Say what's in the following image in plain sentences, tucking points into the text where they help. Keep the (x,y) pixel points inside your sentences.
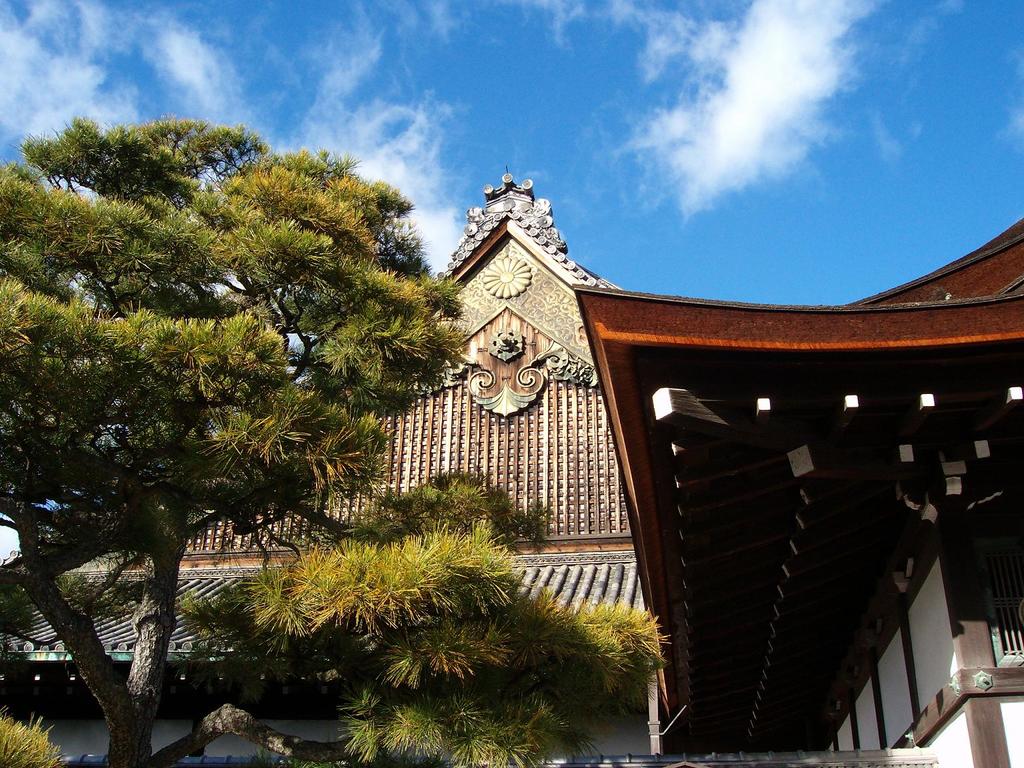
In this image we can see trees (159,496) and buildings (571,434). In the background (586,102) we can see sky (585,71) and clouds (197,80).
